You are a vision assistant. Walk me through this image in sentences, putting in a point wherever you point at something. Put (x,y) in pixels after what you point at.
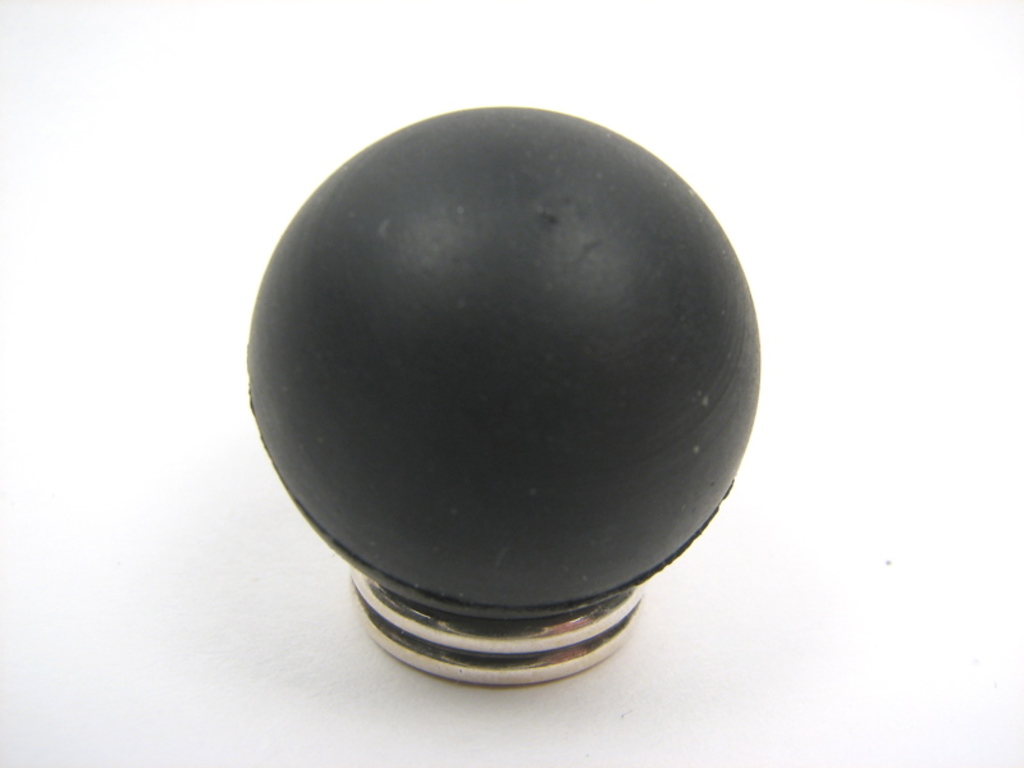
In the image there is some object (533,309), it is in black colour.
